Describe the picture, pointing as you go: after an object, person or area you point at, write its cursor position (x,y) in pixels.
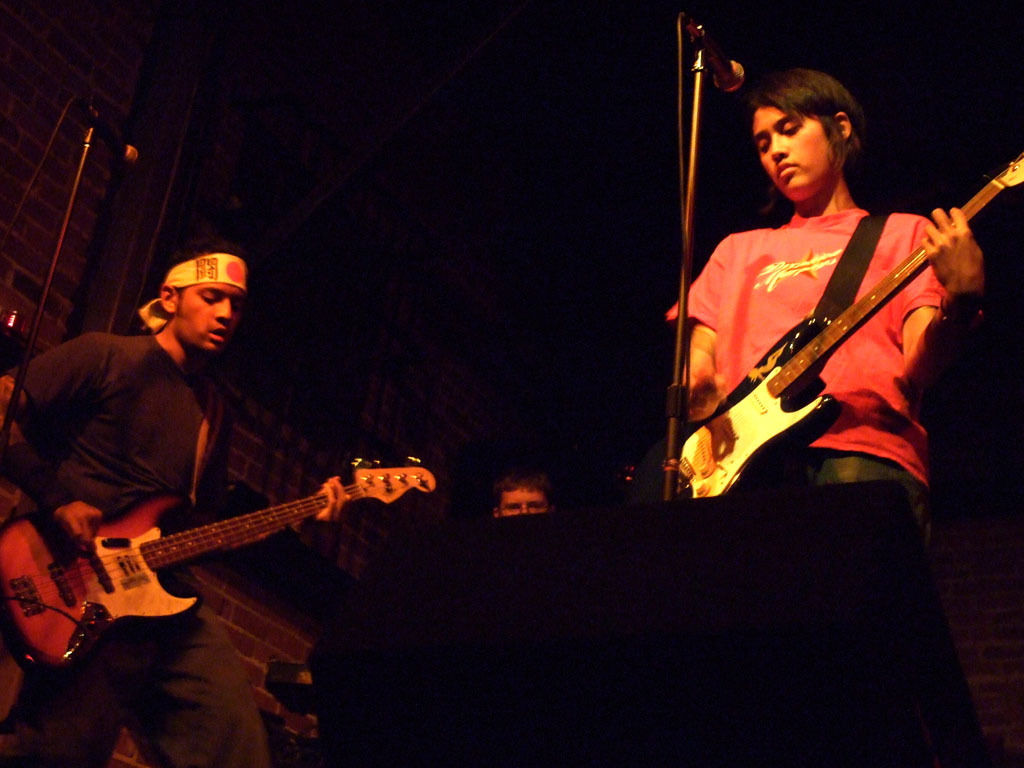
In this image there are a few people (930,362) standing and playing musical instruments (733,410), in front of them there are mic's (677,404). The background (563,327) is dark.
